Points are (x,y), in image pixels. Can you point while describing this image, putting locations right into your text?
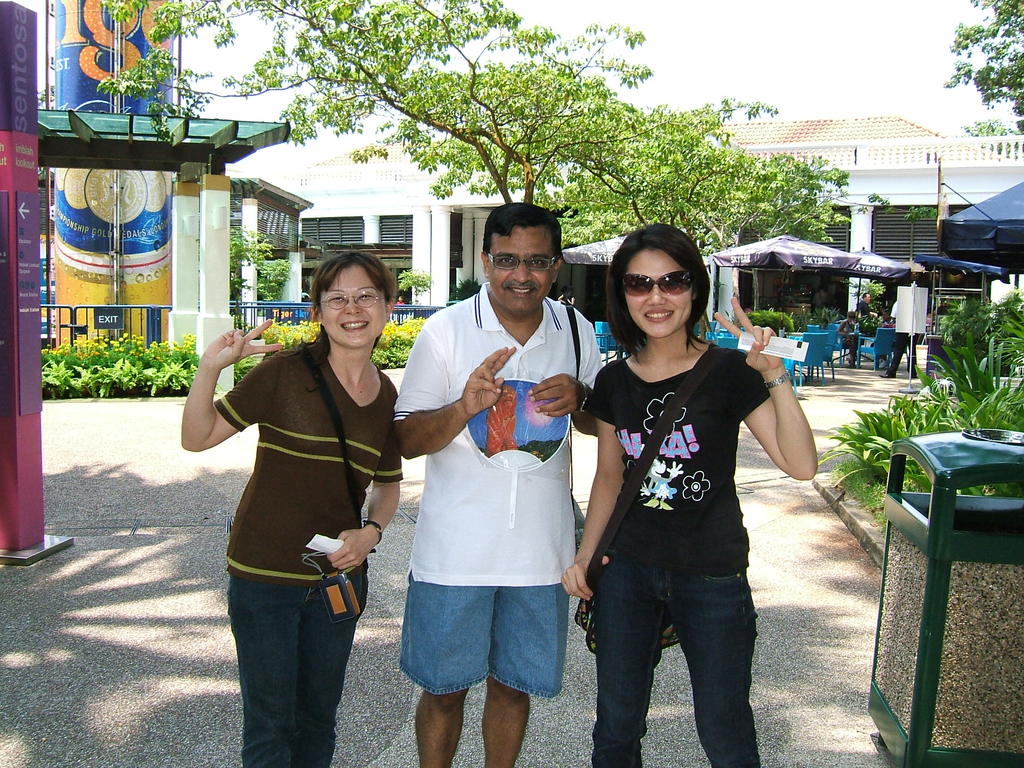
In this image we can see group of persons (533,280) are standing, and smiling, at the back (598,273) there are buildings (871,148), there is a tree (763,186), in front there are umbrella tents (723,264), there are chairs (807,366) on the ground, there are small plants (953,360), there is a fencing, there is a sky (804,7).
